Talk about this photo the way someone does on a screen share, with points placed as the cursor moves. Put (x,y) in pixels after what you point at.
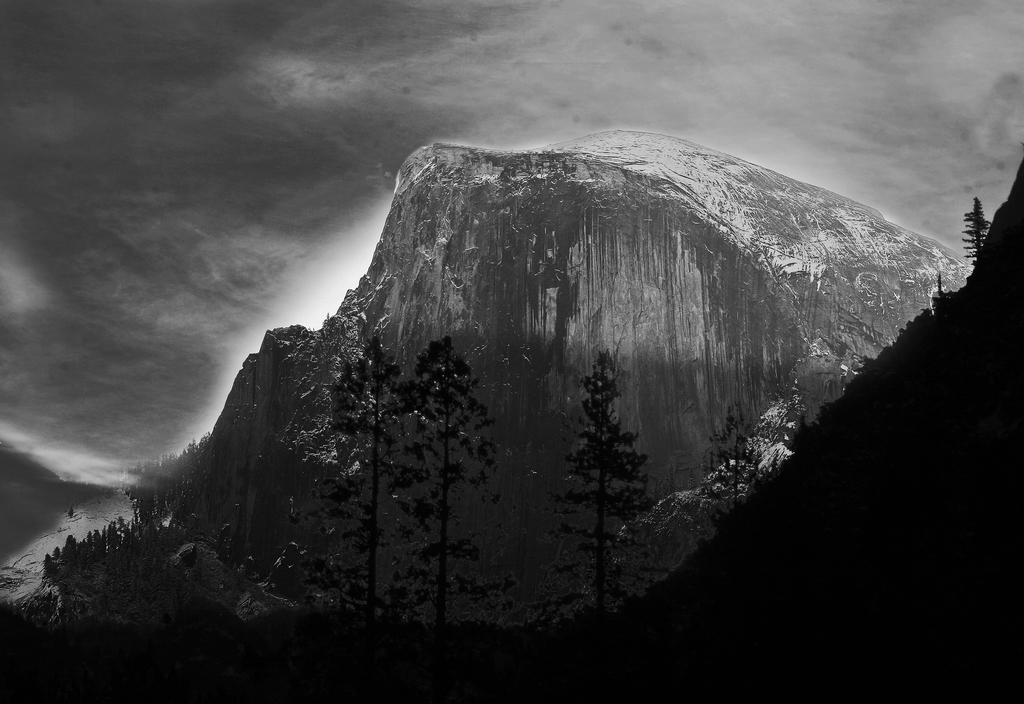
In the picture there is a mountain (401,303), there are trees (631,498), there is a cloudy sky (785,107).
